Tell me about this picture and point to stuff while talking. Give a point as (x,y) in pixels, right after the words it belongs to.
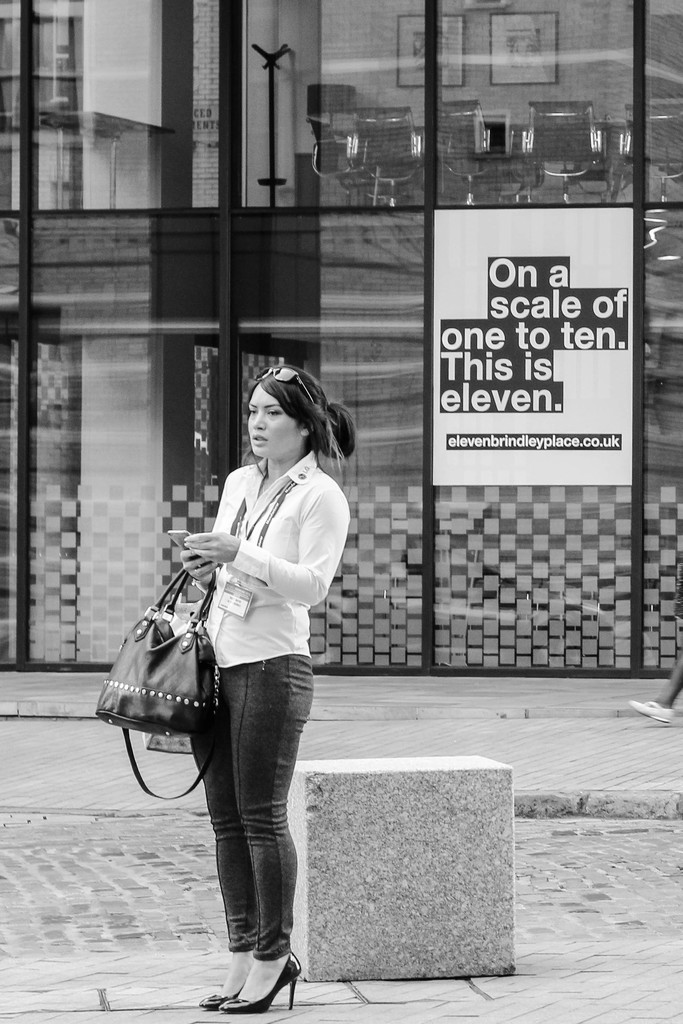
This picture shows a woman (239,557) standing by holding a handbag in her hand (203,555) and we see a poster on her back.
